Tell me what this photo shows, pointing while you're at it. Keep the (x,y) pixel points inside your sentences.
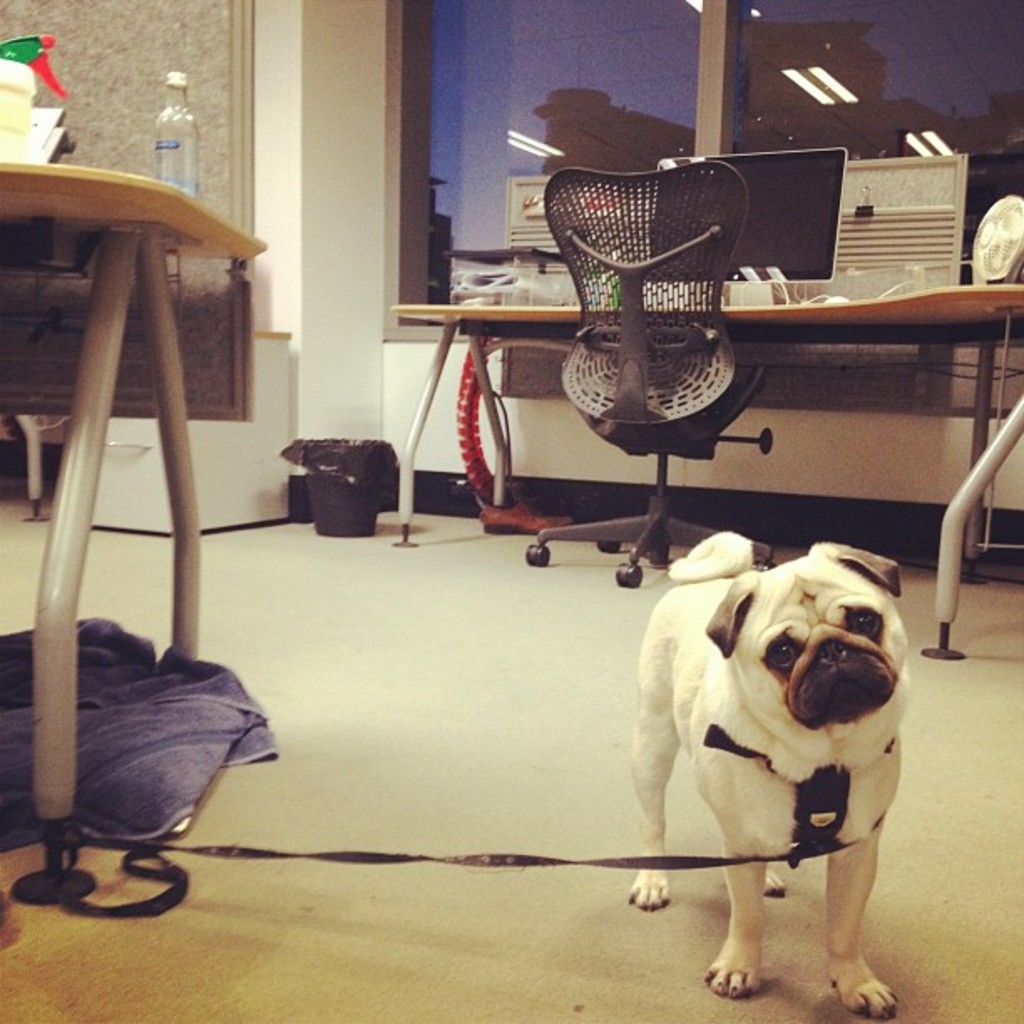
In this image the room (284,427) contains the two tables (196,222) and one chair (655,405) and one dog (674,636) and so many things (786,291) are there in the room (426,719) and the table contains the laptop (762,271) etc.
